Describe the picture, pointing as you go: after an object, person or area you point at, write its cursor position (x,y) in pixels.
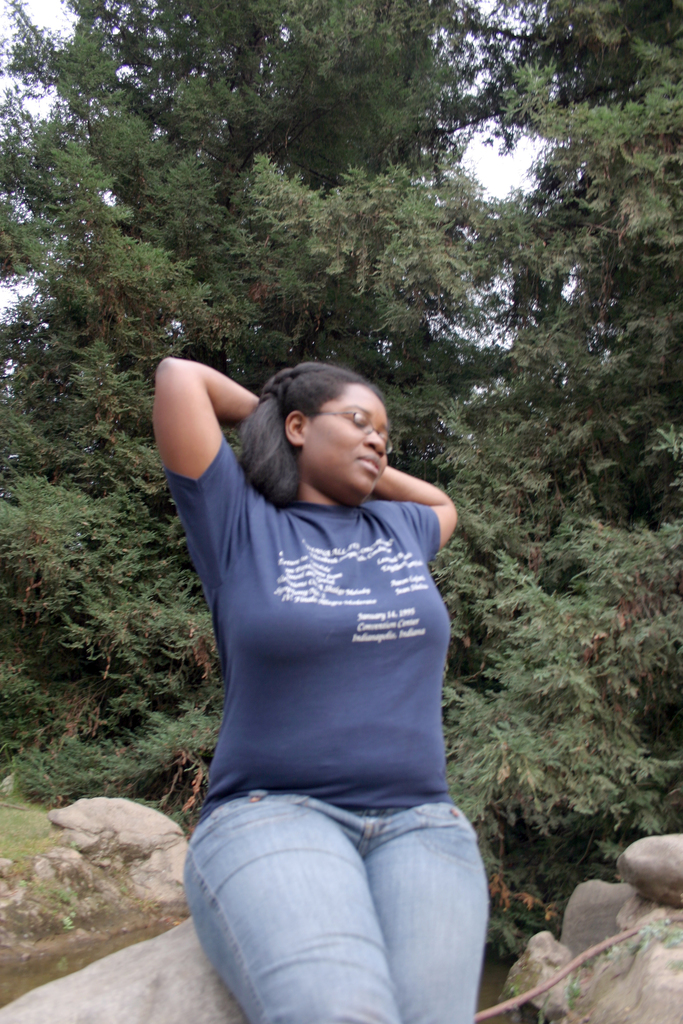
In this image there is a girl (363,715) sitting on the rock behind her there are some stones (51,860) and trees (618,850).
